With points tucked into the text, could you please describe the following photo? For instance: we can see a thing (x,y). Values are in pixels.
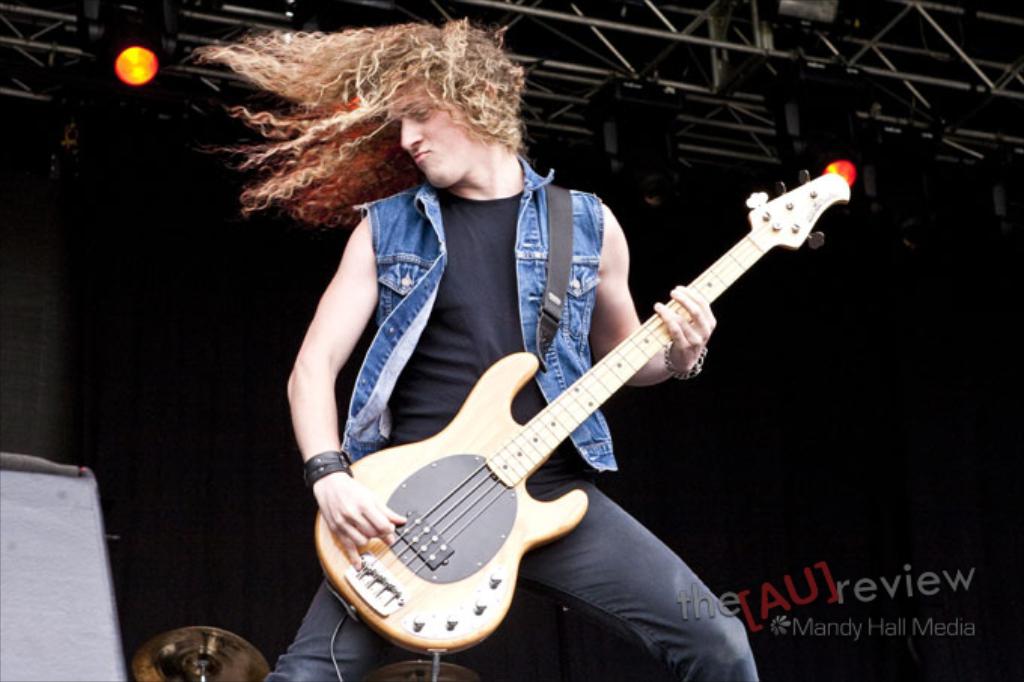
Background of the picture (1010,393) is very dark. This is a light (149,58). Here we can see one person (300,165) standing and playing a guitar (563,437). His hair (436,77) is very long and curly. This is a cymbal (202,651).
